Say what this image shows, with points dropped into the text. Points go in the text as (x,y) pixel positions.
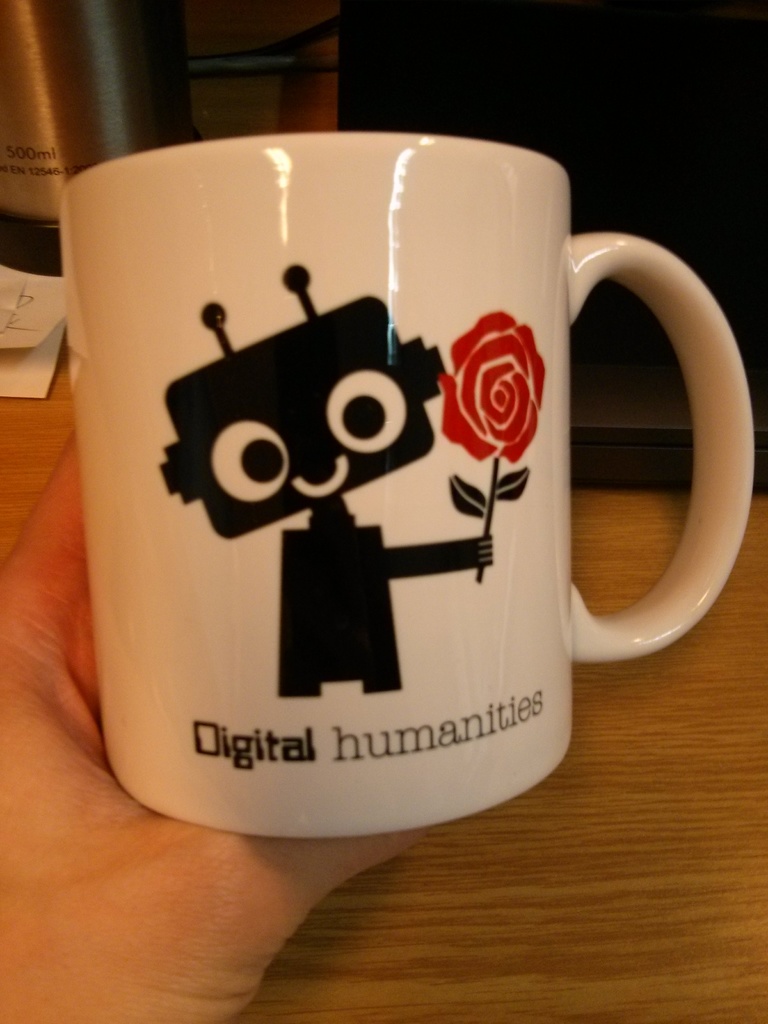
In this picture I can see there is a coffee mug (300,577) and it is held by a person (115,937) and there is a black color object (703,147) at right (700,134) and there is a paper (25,352) and other object (152,68) at left (115,53). There is a robot (269,417) holding a flower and there is something printed on the cup (66,255).
